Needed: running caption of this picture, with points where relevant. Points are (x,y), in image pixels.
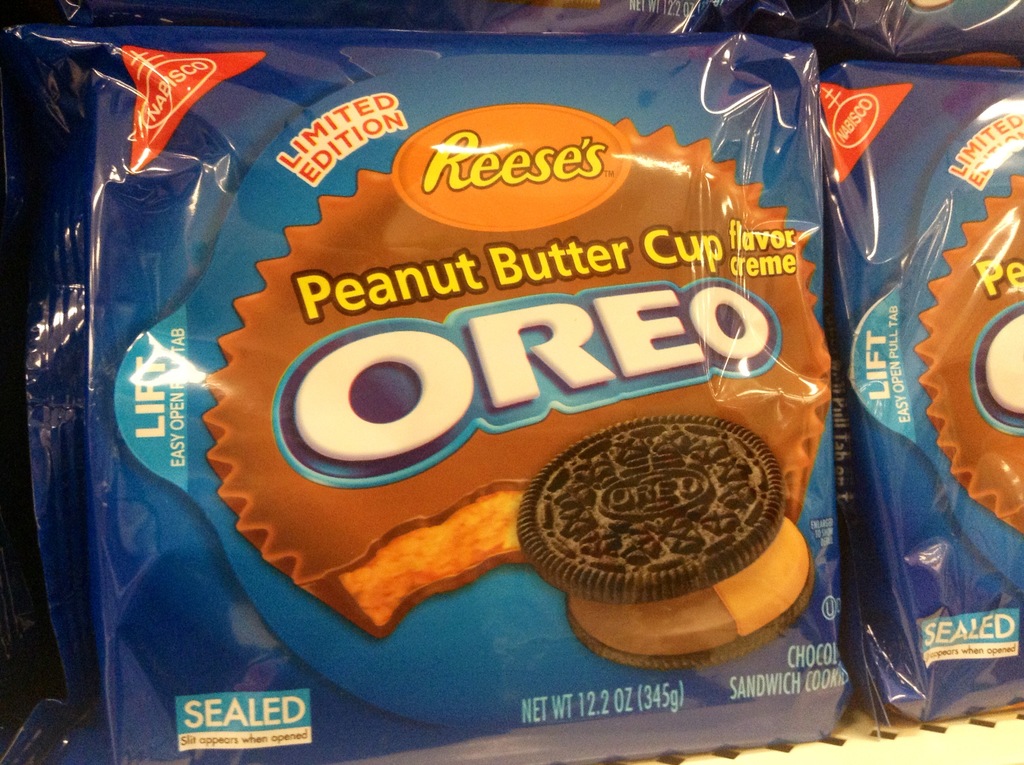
This is a zoomed in picture. In the center (617,420) we can see the biscuit packets (145,340) and we can see the text (313,355) is printed on the packet (300,361) and the picture (708,568) of a biscuit (599,591) is also printed on the packet (817,689).
